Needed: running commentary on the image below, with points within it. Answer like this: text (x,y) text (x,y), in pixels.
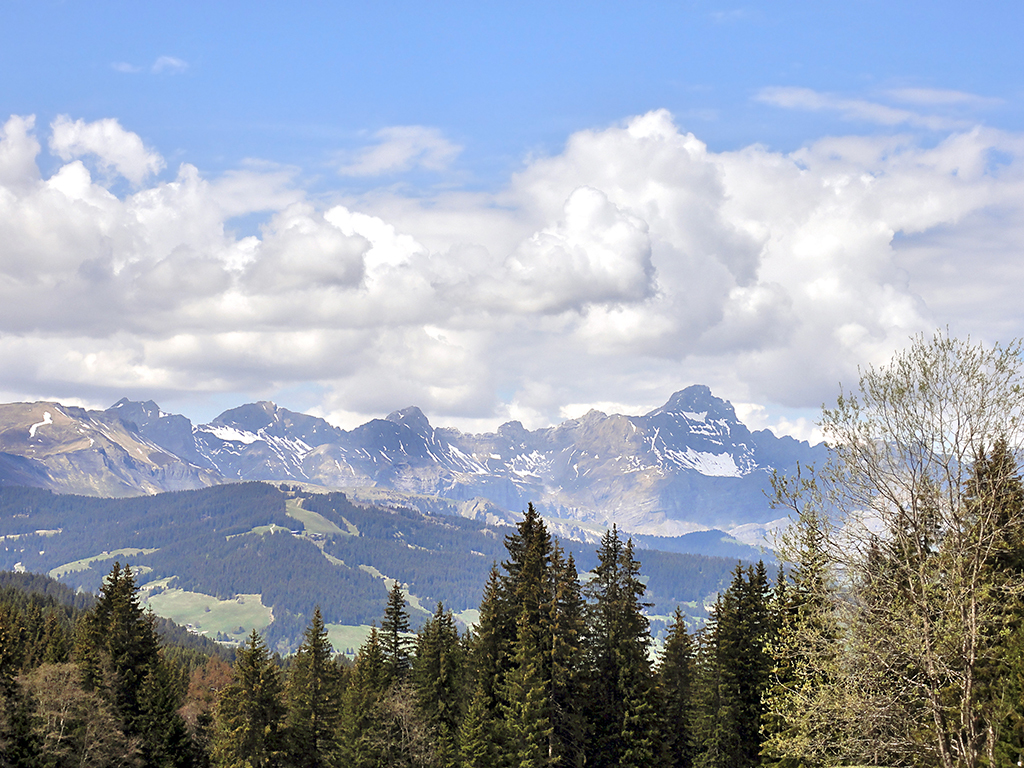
At the bottom of the picture (486,704), we see the trees (624,683). In the middle of the picture (355,510), we see the trees (294,549) and the grass (196,615). There are hills (294,549) or mountains (578,453) in the background (632,454). At the top (385,96), we see the sky (526,96) and the clouds (580,248).
